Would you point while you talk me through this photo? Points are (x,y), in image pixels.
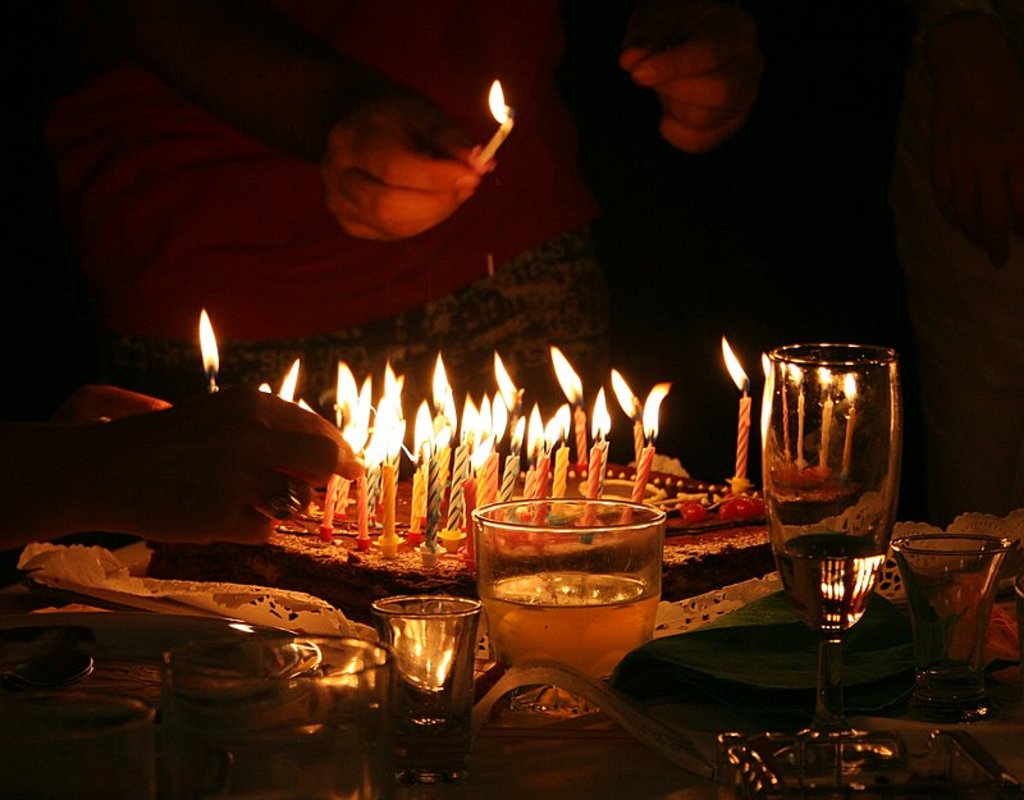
In this image we can see group of persons (309,349) holding candles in their hands (362,229). One person (202,126) is wearing a red top (161,182). Candles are placed on the cake (743,528) placed on a table (719,720) on which group of glasses (545,627) filled with juices (533,620) is kept on it.
